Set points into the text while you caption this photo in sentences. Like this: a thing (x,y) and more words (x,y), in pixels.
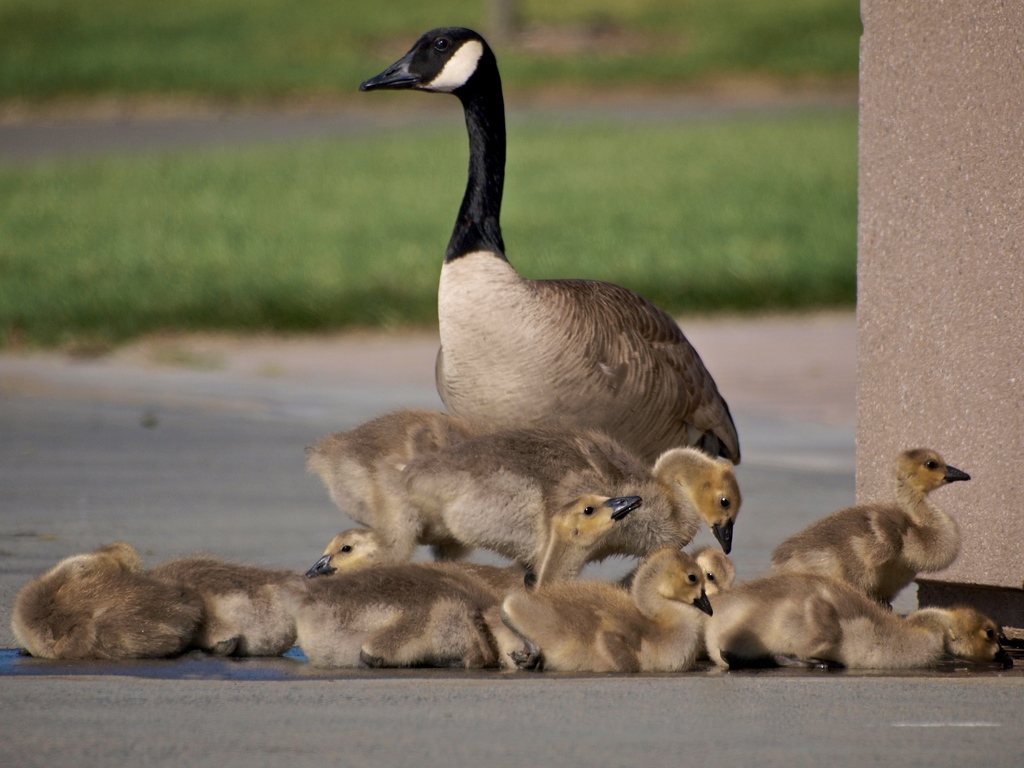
In this image there is a goose (509,321) and goslings (488,591), in the background (669,172) it is green and it is blurred.
